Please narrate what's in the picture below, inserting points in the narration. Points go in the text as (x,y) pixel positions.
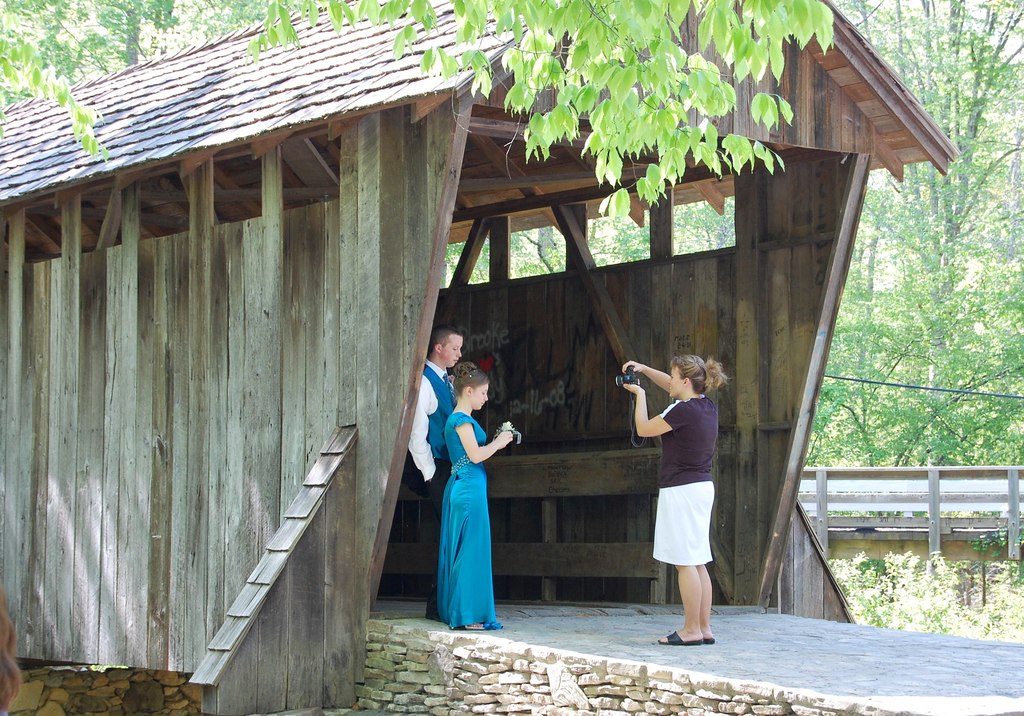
In the picture we can see a wooden shed (539,441) near it, we can see a path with a man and a woman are standing in a blue color dress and in front of them, we can see a woman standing and capturing them with a camera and beside the shed (216,431) we can see some plants (1023,590), railing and behind it we can see many trees (991,157).
